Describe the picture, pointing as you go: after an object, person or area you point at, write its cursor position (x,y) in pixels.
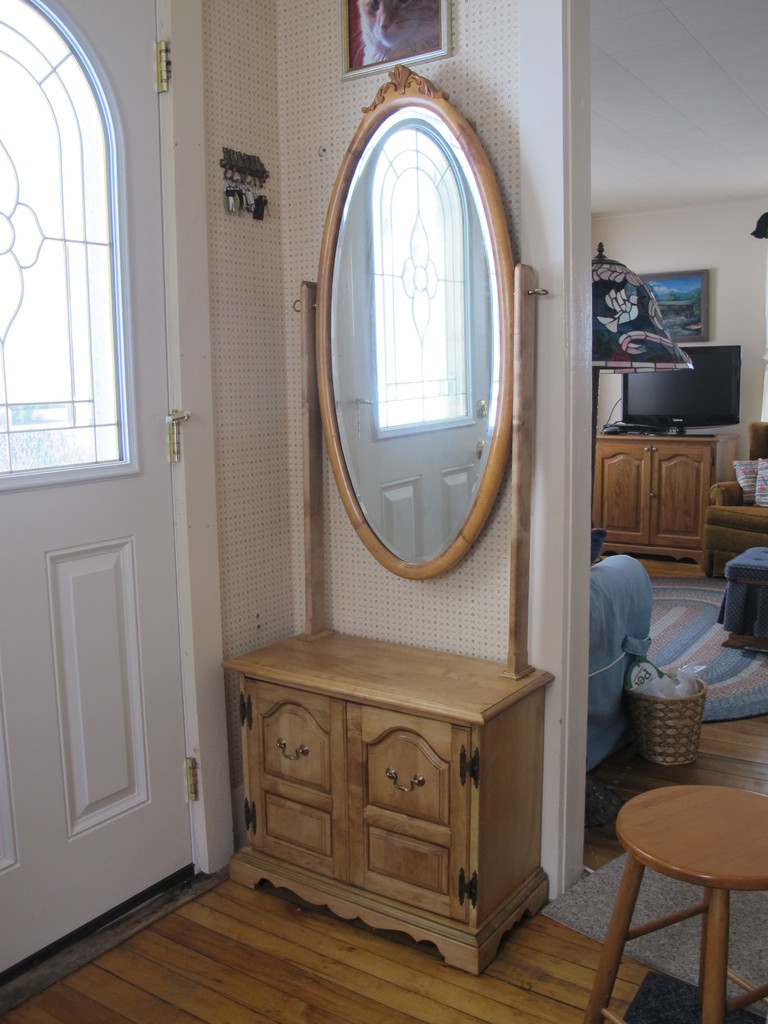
In this picture we can find a mirror (481,530), a drawer (387,775) and a door (149,834) onto the left. There is a television (700,409) and photo frame (683,302) in the backdrop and there are some keys (259,202) placed here.
